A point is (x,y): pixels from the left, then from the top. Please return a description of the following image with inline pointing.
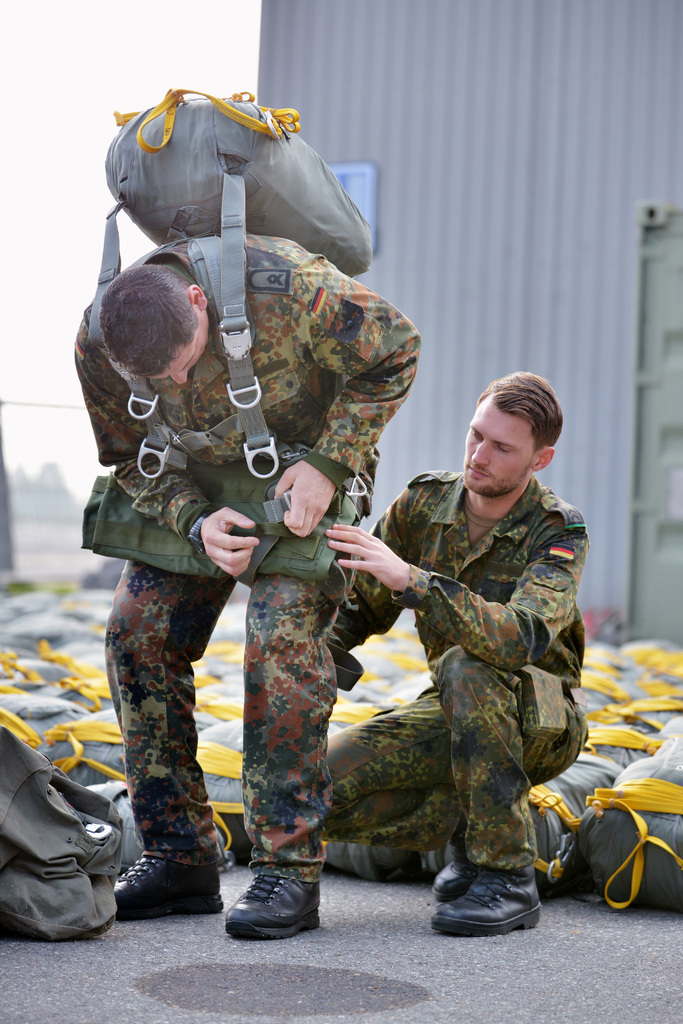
In this image I can see a person (330,340) wearing uniform (240,451) and a grey colored bag (245,161) is standing and holding an object (277,527) in his hand (223,513). I can see another person (520,715) wearing uniform (474,673) is sitting on the ground (398,966). In the background (669,844) I can see number of bags (81,711) which are grey and yellow in color, the shed (576,121) and the sky (10,322).
